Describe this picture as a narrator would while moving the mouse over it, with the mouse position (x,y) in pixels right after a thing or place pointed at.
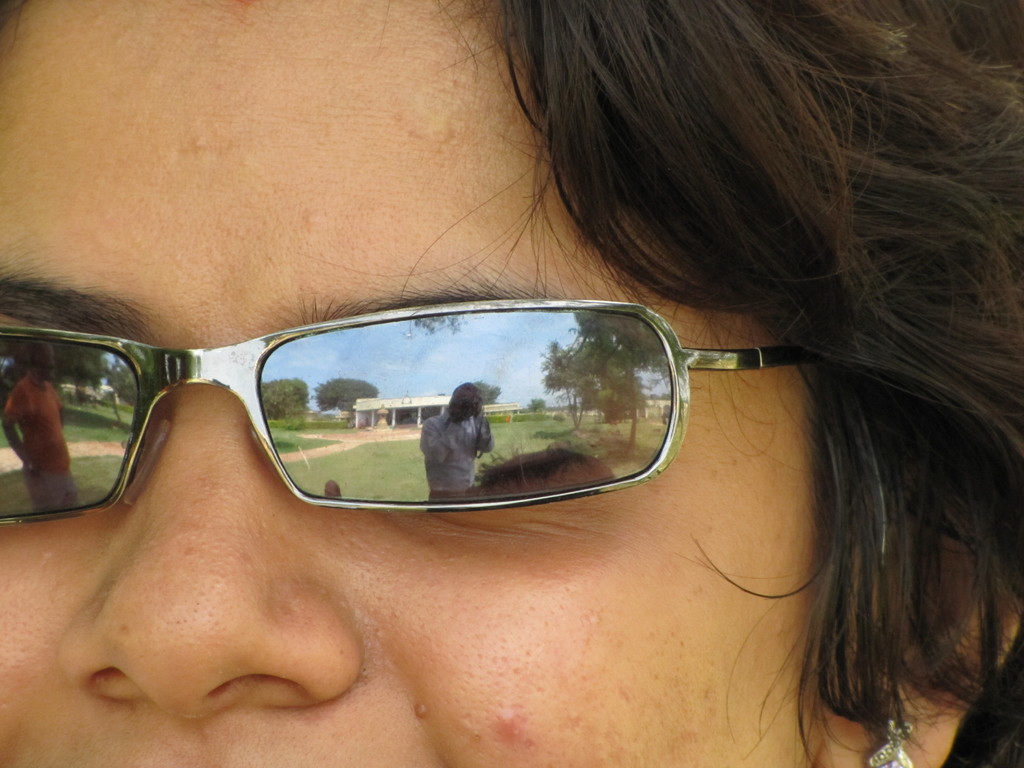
In this image I can see the person's face (422,620) and the person (504,593) is wearing the goggles (541,446). In the goggles (376,315) I can see the reflection (376,396) of the other person (443,479), few trees (629,324) in green color and the sky (440,356) is in blue color.
